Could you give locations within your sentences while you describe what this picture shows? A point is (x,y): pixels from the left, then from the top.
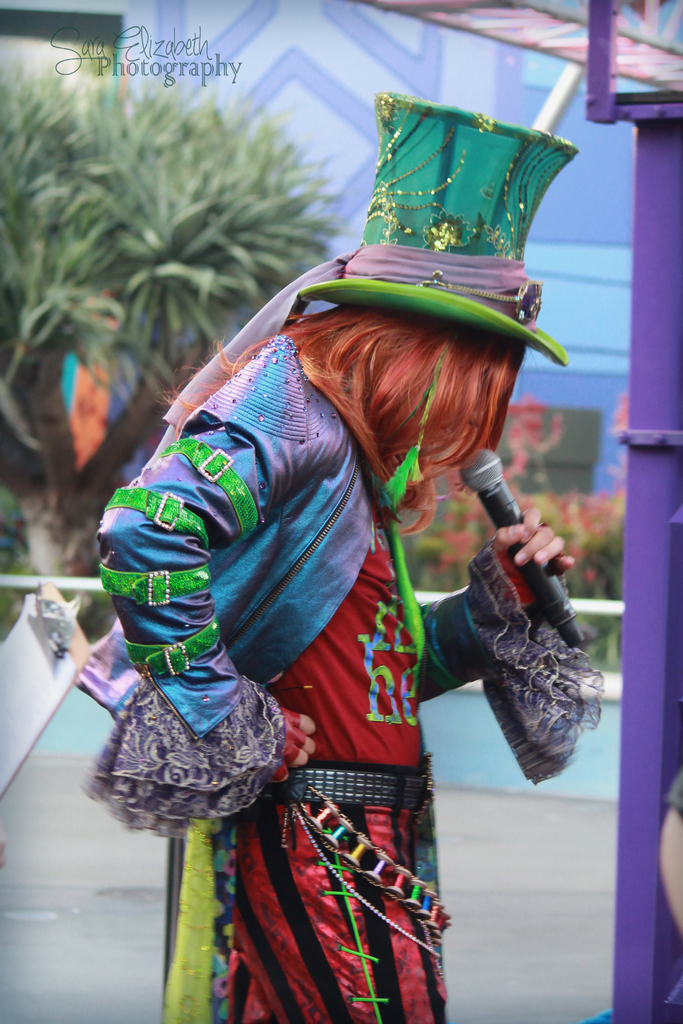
In the center of the image (446,596) there is a person (401,945) wearing a cap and holding a mic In the background of the image (274,103) there is wall (499,77). There is a tree (98,129).
